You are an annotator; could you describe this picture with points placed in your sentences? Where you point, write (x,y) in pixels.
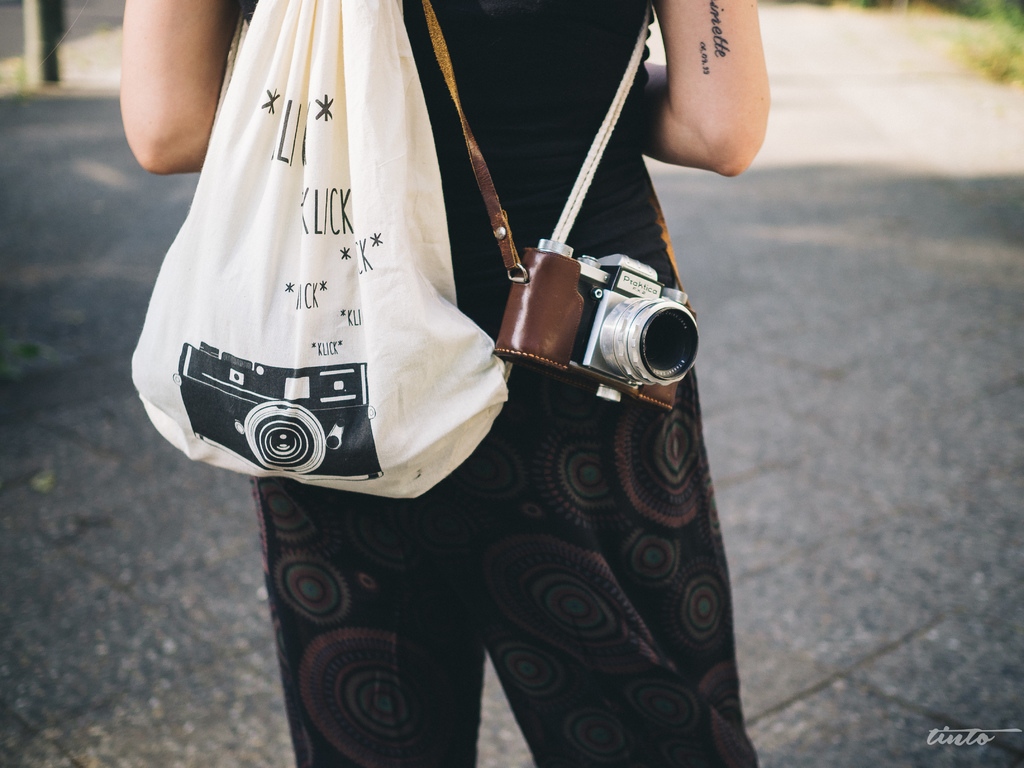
In this image, in the middle (642,416), we can see a person (555,390) wearing a bag (437,223) and a camera (689,337). On the right side (972,13), we can see some grass (1014,1). On the left side (32,13), we can see a pole (53,6). In the background (867,298), we can see a road (872,379).
